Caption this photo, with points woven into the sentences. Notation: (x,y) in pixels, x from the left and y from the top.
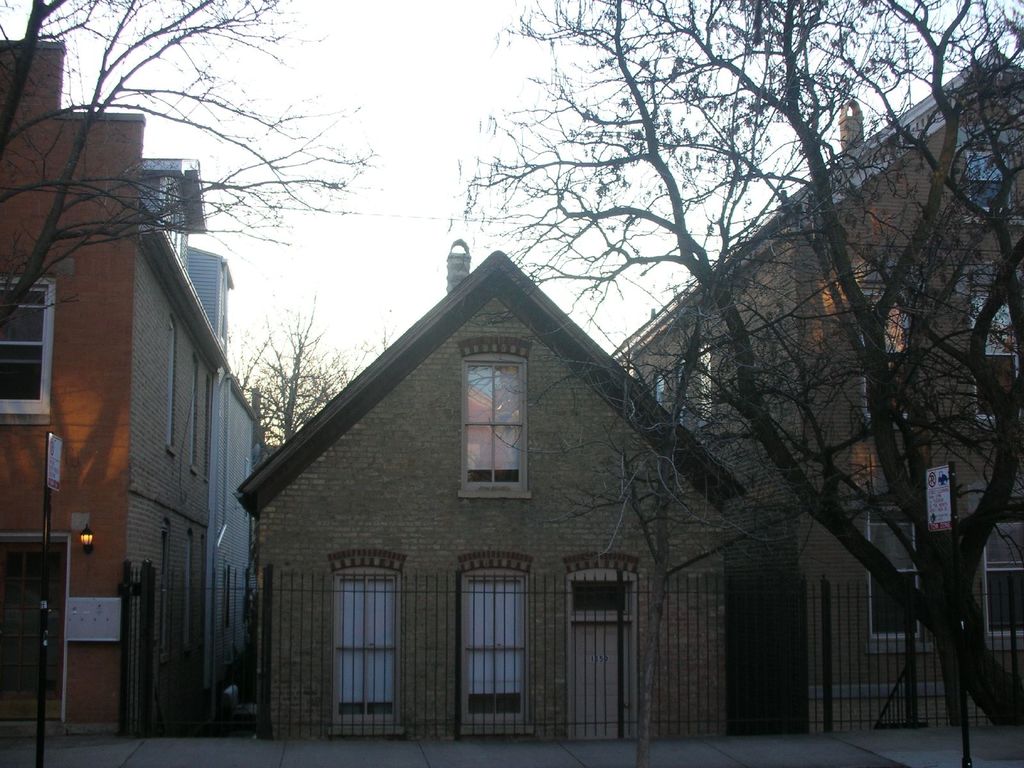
In this image, we can see buildings (553,321), trees (923,580), boards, poles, lights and a fence (443,591). At the bottom (391,744), there is a floor (661,751) and at the top (340,67), there is sky (373,108).
